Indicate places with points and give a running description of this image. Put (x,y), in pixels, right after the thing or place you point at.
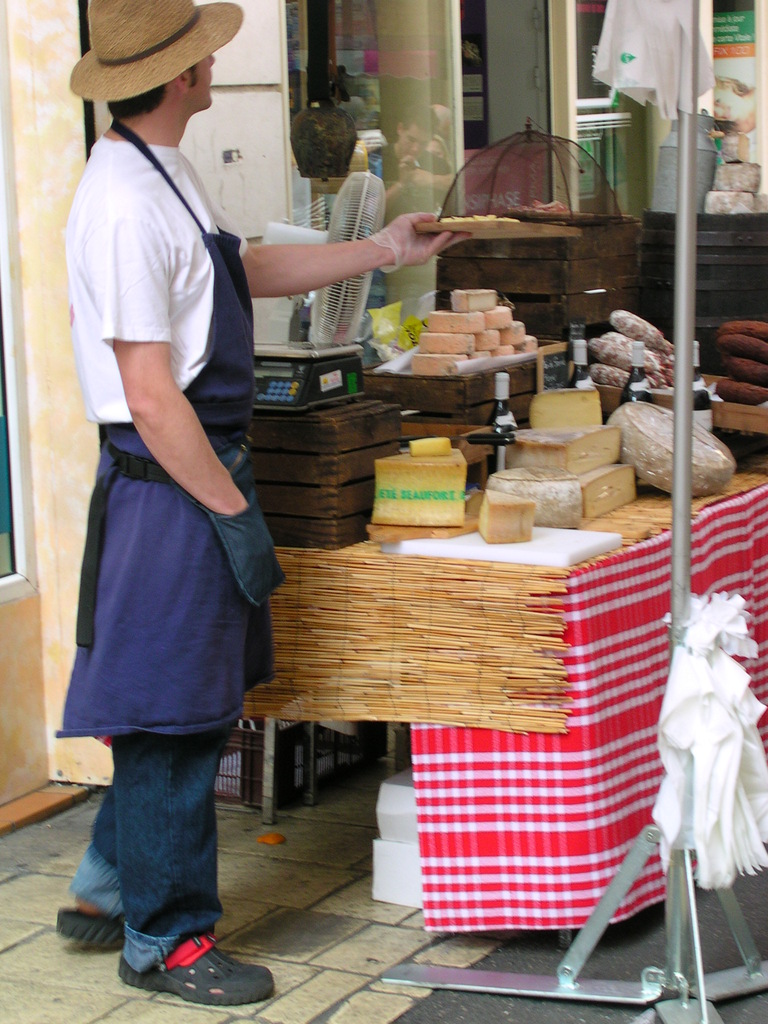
In this image in the front (225,472) there is a man (184,507) standing. In the center (328,360) there are tables (634,522) and on the table (659,496) there are cheeses (517,462), there is a machine (302,379). In the background (761,133) there is a building (482,103) and there is a board (731,77) with some text (723,30) written on it. There is a pole (690,137) in the front (687,533) and on the pole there are clothes (720,739) hanging.
